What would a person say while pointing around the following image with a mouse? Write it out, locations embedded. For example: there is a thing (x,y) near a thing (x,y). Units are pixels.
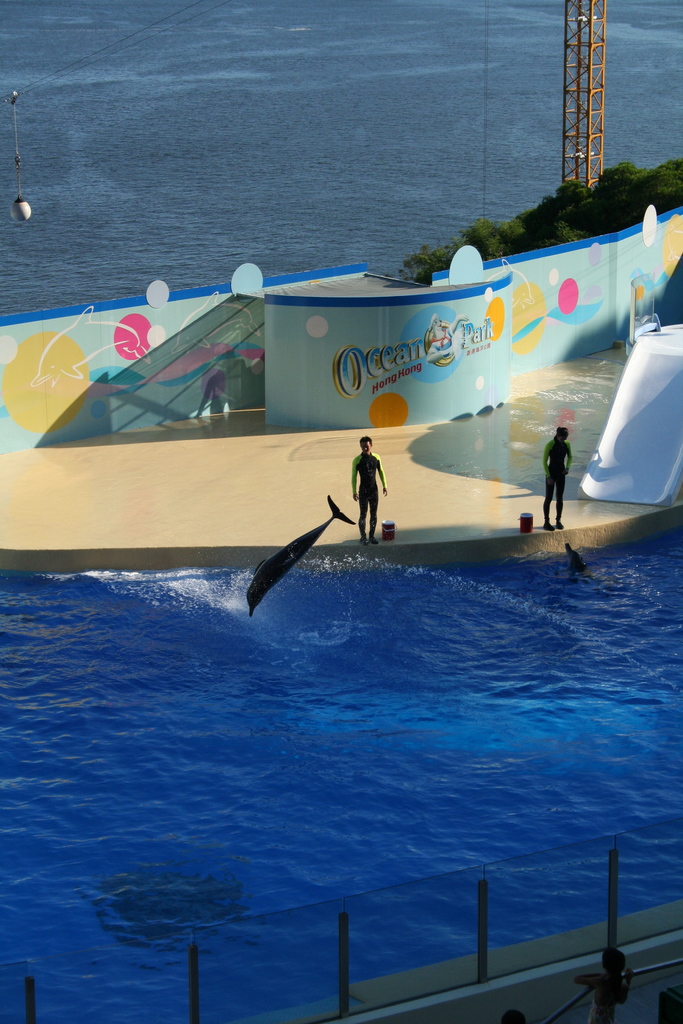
In this image I can see water (678,149) and a stage (530,415) on it. On this stage (333,490) I can see few people (361,535) are standing and here I can see a dolphin (317,541). In the background (603,224) I can see few plants (634,200) and a pole (580,47).
